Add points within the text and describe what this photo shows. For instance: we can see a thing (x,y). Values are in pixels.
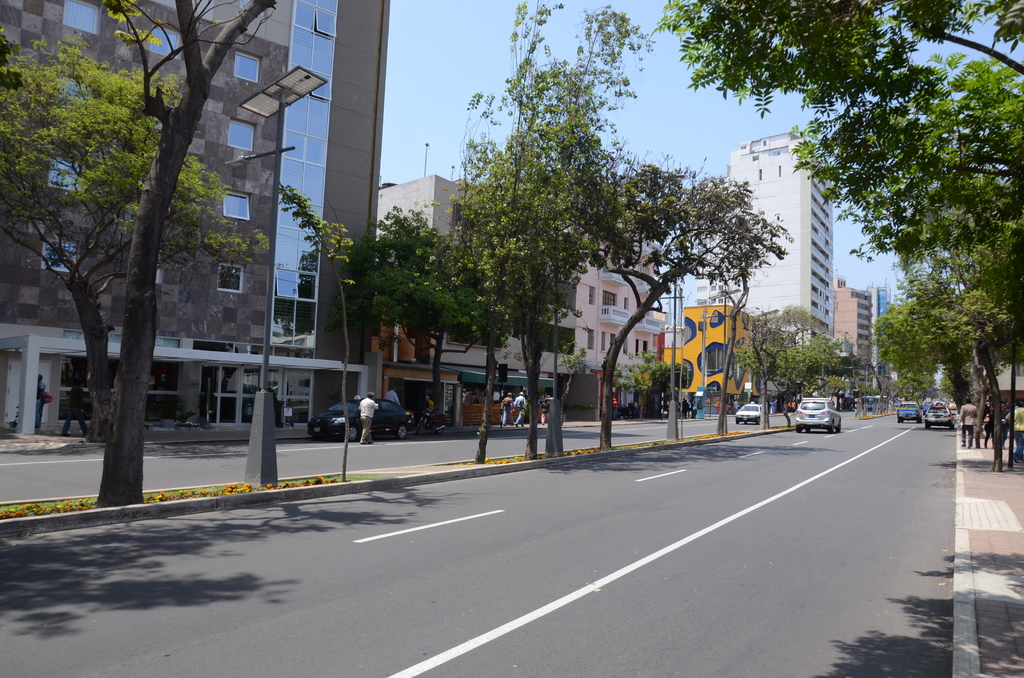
In this picture we can see few trees (332,246), poles (675,324), buildings (316,160) and vehicles (906,417) on the road (807,444), and also we can find group of people (517,413), few people (520,395) are walking on the pathway (959,483), and also we can see few sign boards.
